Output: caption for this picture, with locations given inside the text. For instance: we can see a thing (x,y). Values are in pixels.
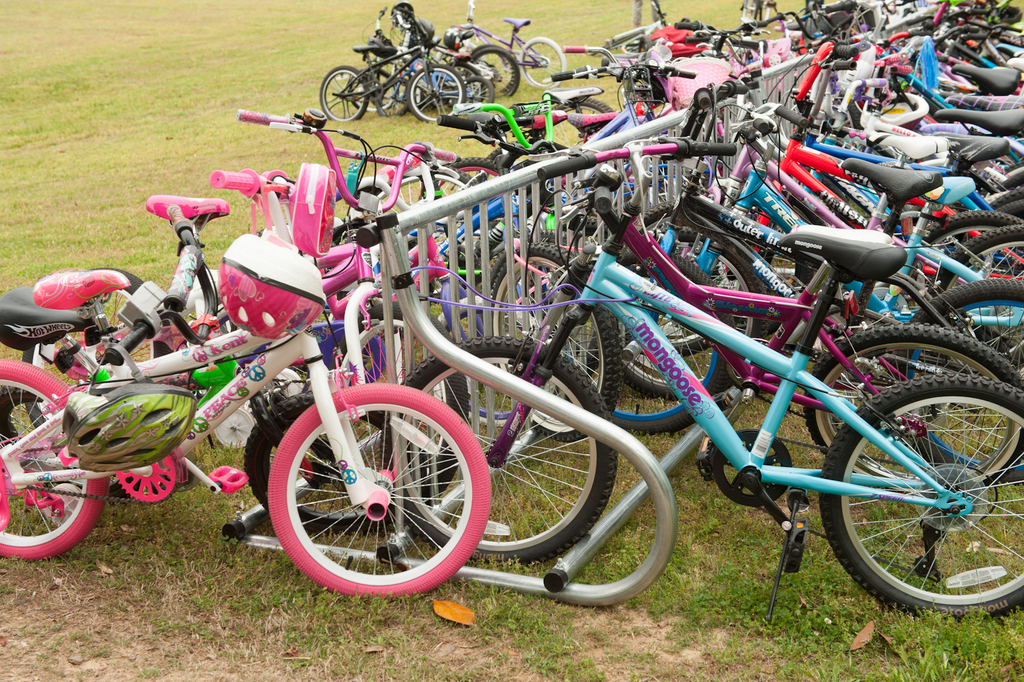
In this image we can see many bicycles (446,75) and a railing (663,546) on the ground (158,550) and there are helmets (254,303) to the bicycles (597,214).
